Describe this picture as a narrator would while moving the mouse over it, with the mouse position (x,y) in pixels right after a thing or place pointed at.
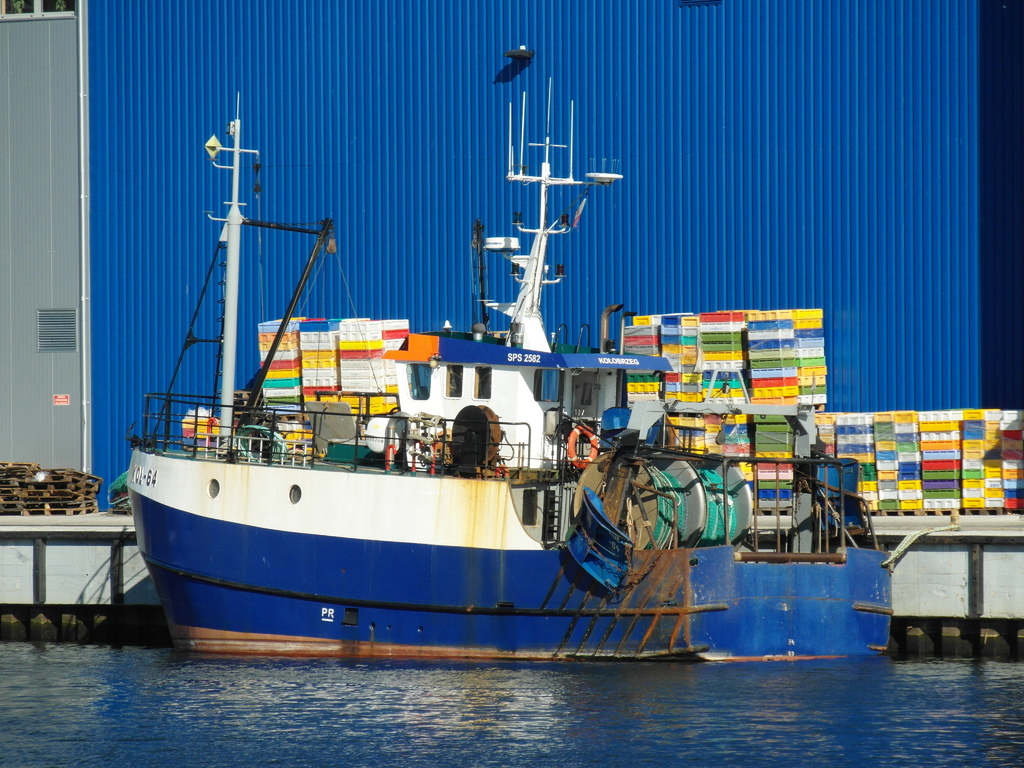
In this picture we can see a boat (447,578) on the water (409,678) and on the boat (370,572) there is a lifebuoy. Behind the boat (403,577) there are plastic objects (764,378), blue iron sheet (744,188) and other objects (32,487).
